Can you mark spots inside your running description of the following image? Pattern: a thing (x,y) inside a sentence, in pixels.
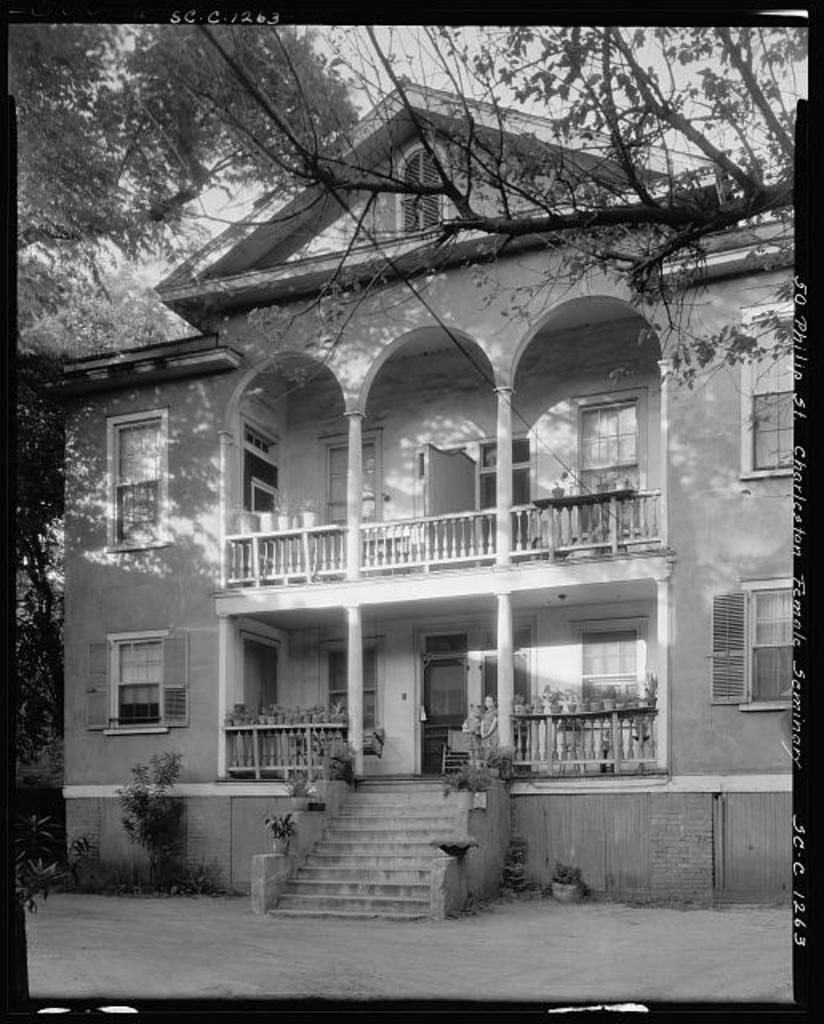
In this image there is a building (500,605) and we can see trees (795,35). At the bottom (368,853) there are stairs (399,836) and we can see plants (155,823). At the top (666,36) there is sky (659,46).
